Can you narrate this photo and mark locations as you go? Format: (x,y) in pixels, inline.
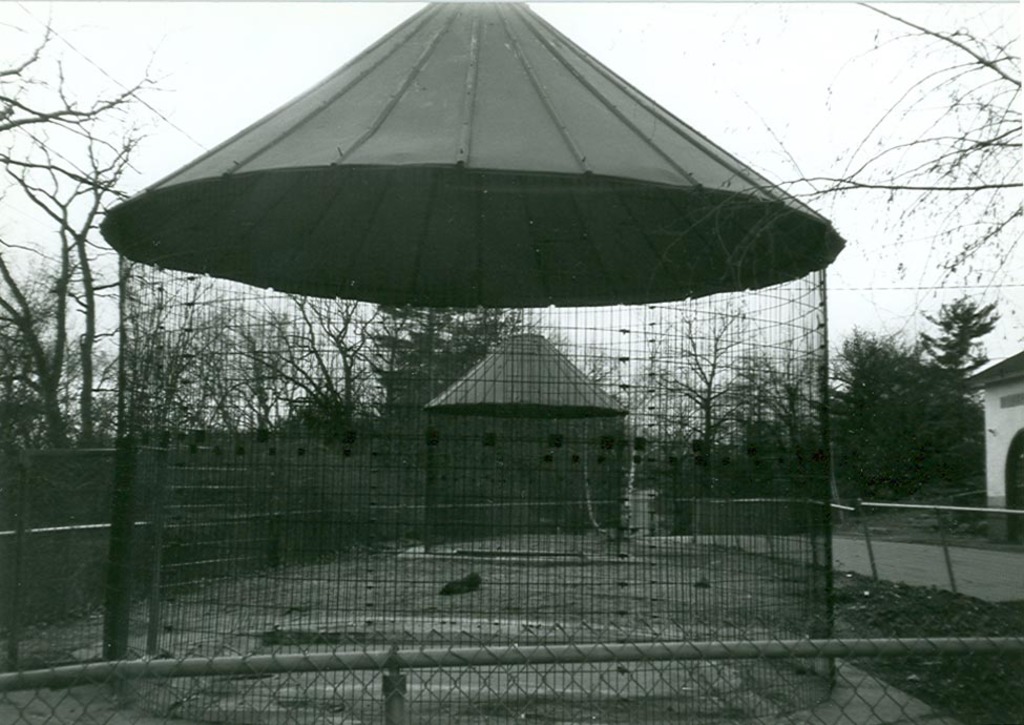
In the image there is a big cage (225,318) in the middle (531,443) and in the back (472,369) there is a hut (609,469) with trees (905,468) in the background (6,211) and above its sky (693,79), this is a black and white picture.
